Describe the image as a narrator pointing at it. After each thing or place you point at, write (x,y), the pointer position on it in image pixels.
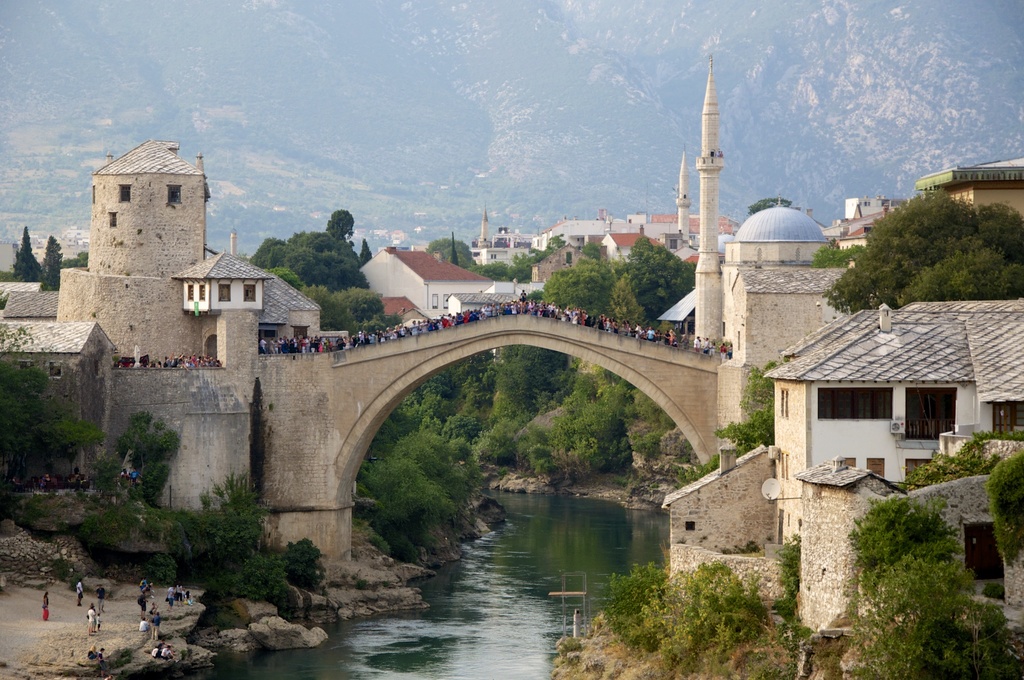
In the image in the center (516,329) we can see buildings (778,431), trees (926,579), plants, grass (610,642), water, roof (925,351), wall (719,366), arch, few people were standing and few other objects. In the background (461,112) there is a hill (519,30) etc.
